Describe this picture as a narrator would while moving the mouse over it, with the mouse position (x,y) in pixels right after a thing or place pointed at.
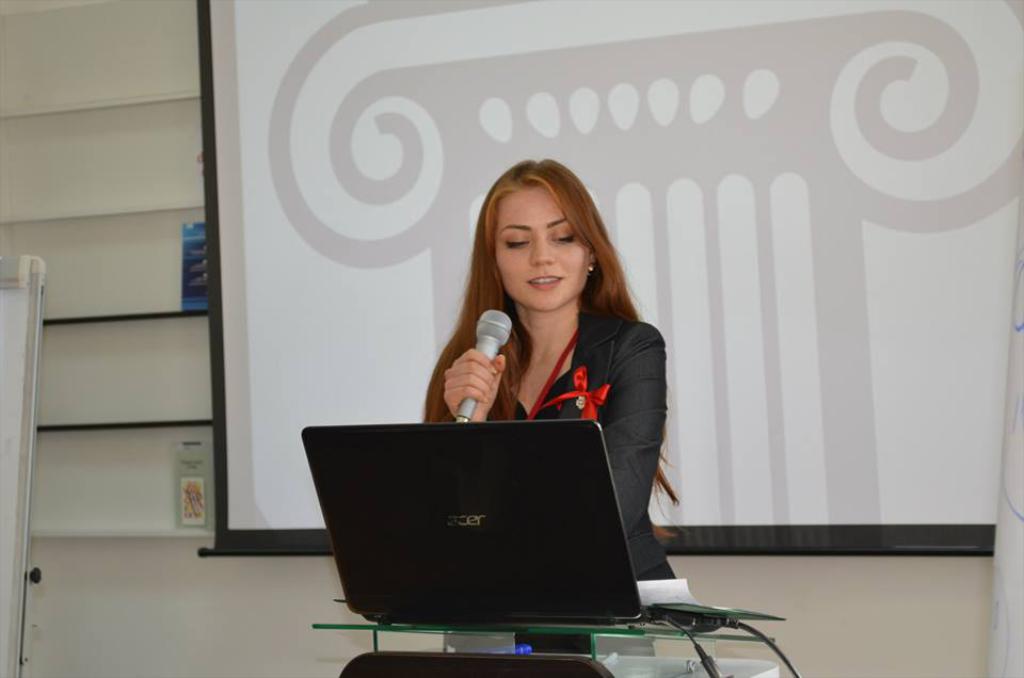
There is a lady (549,296) holding a mic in the foreground area of the image (554,251), there is a laptop (526,553) on a desk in front of her. There is a board (14,310), other objects (171,352) and projector screen (232,316) in the background (244,321).
